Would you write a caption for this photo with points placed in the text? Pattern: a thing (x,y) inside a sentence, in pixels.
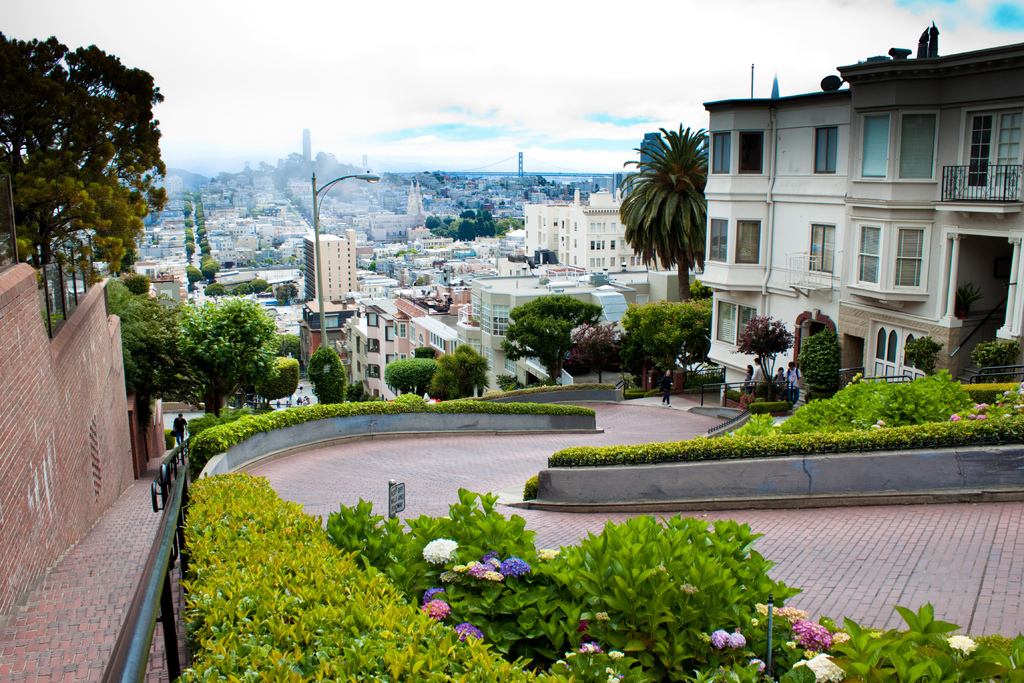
This picture describe about the top view of the town (295,242). In front (856,259) there is a white building (864,275) with glass window (866,271) and some walking path (621,419) in front of the building (876,253) with some plants (441,544). Behind we can see many house (346,345) and building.
